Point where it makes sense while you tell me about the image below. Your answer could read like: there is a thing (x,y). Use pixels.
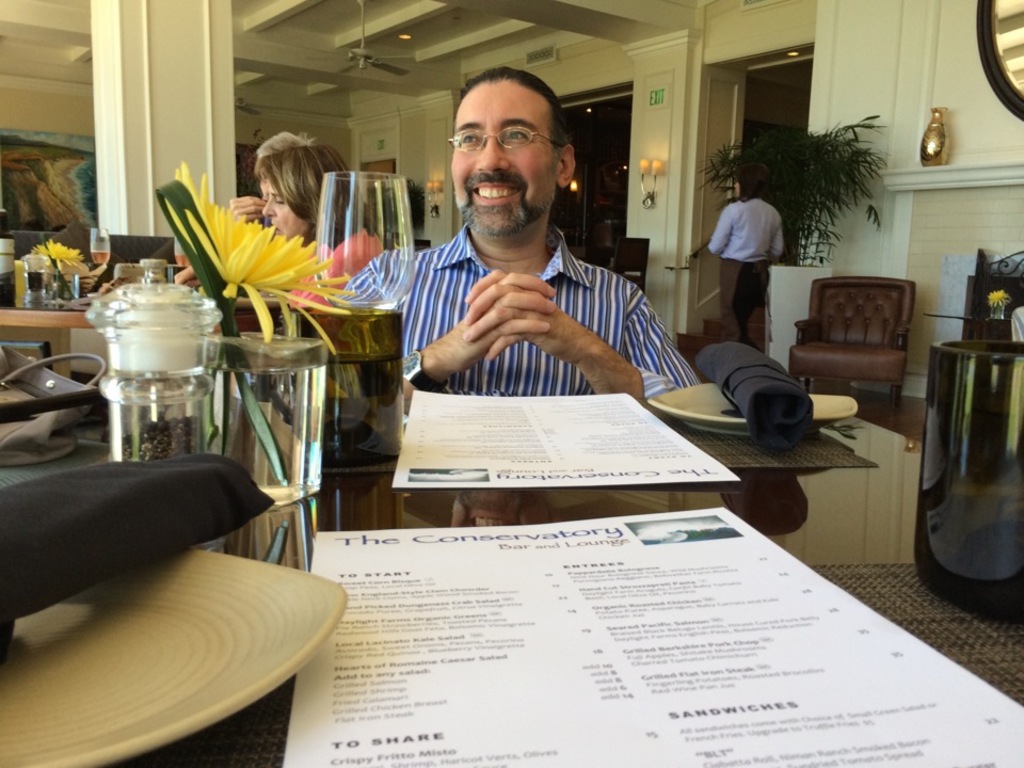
This picture shows a man (510,192) seated with a smile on his face (470,199) and we see some glasses (363,184) and a paper (439,483) on the table (690,495) and we see few people (297,231) Seated on the back (251,215) and we see a plant (821,237) and a person (759,187) standing.
